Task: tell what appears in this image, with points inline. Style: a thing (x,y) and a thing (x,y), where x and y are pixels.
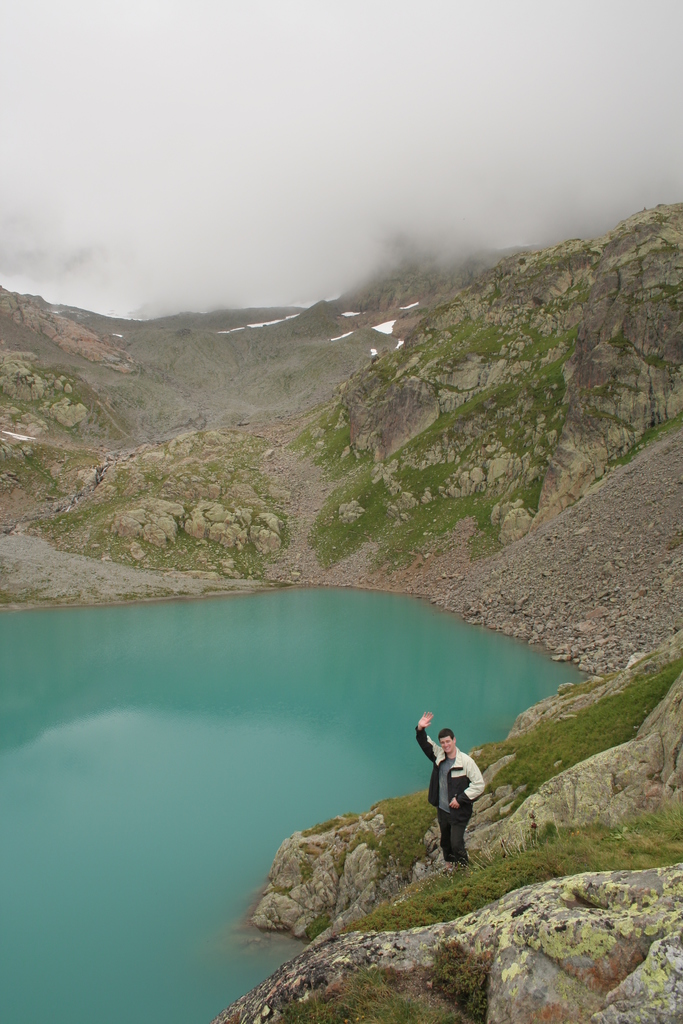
In the picture I can see a man (441,774) is standing on the rock (428,874). In the background (205,667) I can see mountains (291,548), the grass (337,551), the water (230,745) and the sky (289,152).
